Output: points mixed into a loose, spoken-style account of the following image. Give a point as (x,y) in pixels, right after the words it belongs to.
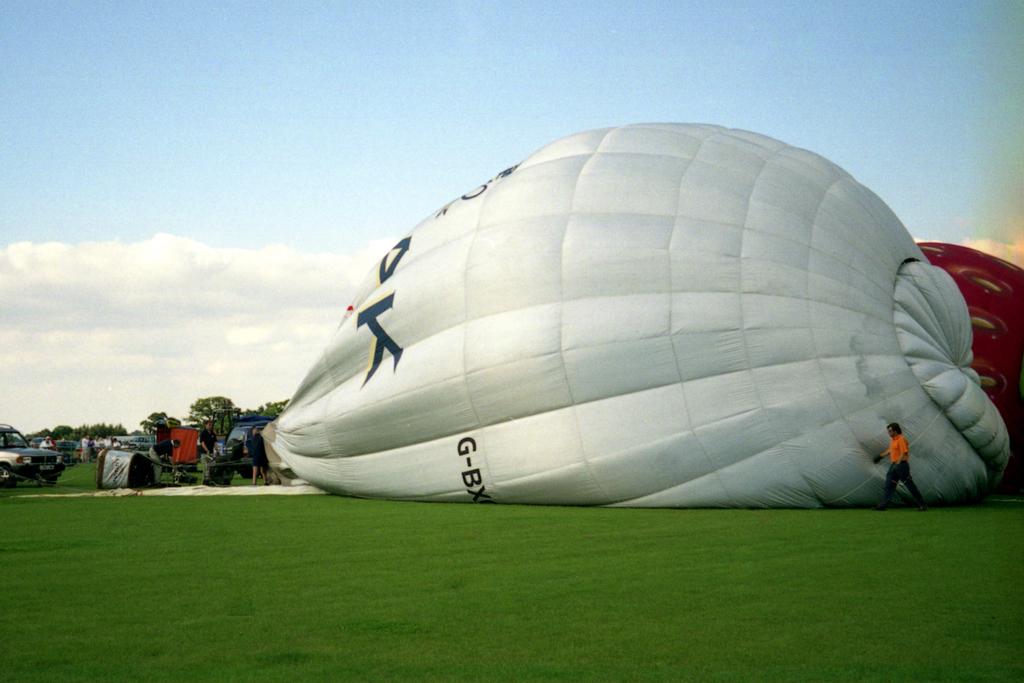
In this picture we can see a hot air balloon (505,459), at the bottom (487,544) there is grass (199,560), we can see some people (160,457) here, on the left side (14,453) there is a vehicle (31,463), in the background (227,427) there are some trees (220,407), we can see the sky (248,150) at the top of the picture (240,133).
